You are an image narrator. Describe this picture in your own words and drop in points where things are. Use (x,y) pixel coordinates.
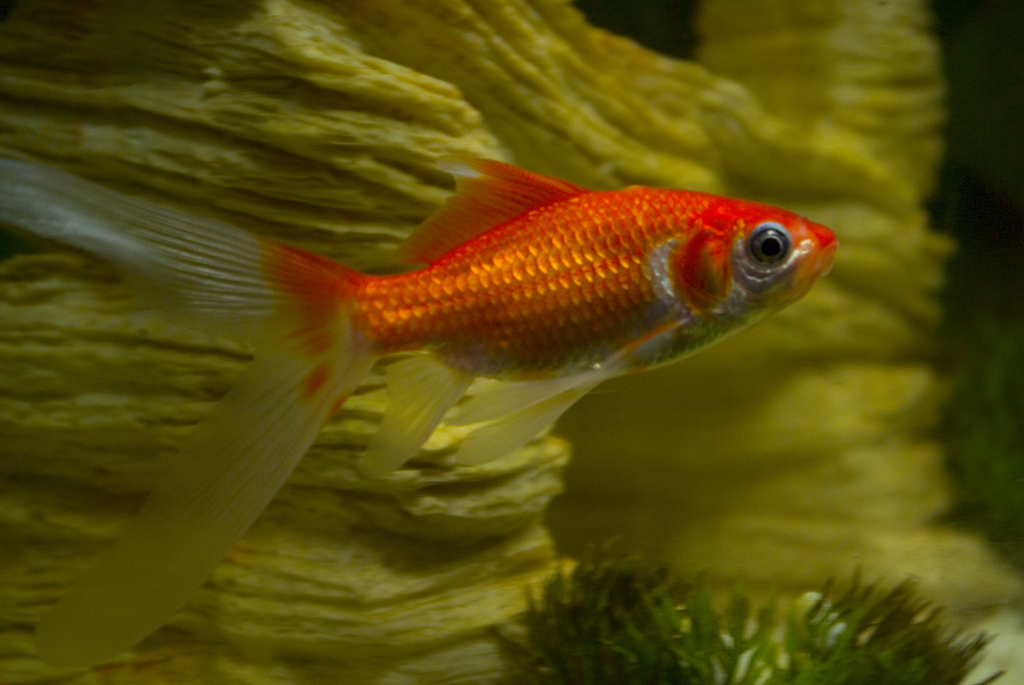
In the image we can see water (1003,14), in the water (568,476) there is a fish (481,256). At the bottom of the image (584,570) there is grass (544,677). Behind the fish (7,207) there is a stone (354,44).
